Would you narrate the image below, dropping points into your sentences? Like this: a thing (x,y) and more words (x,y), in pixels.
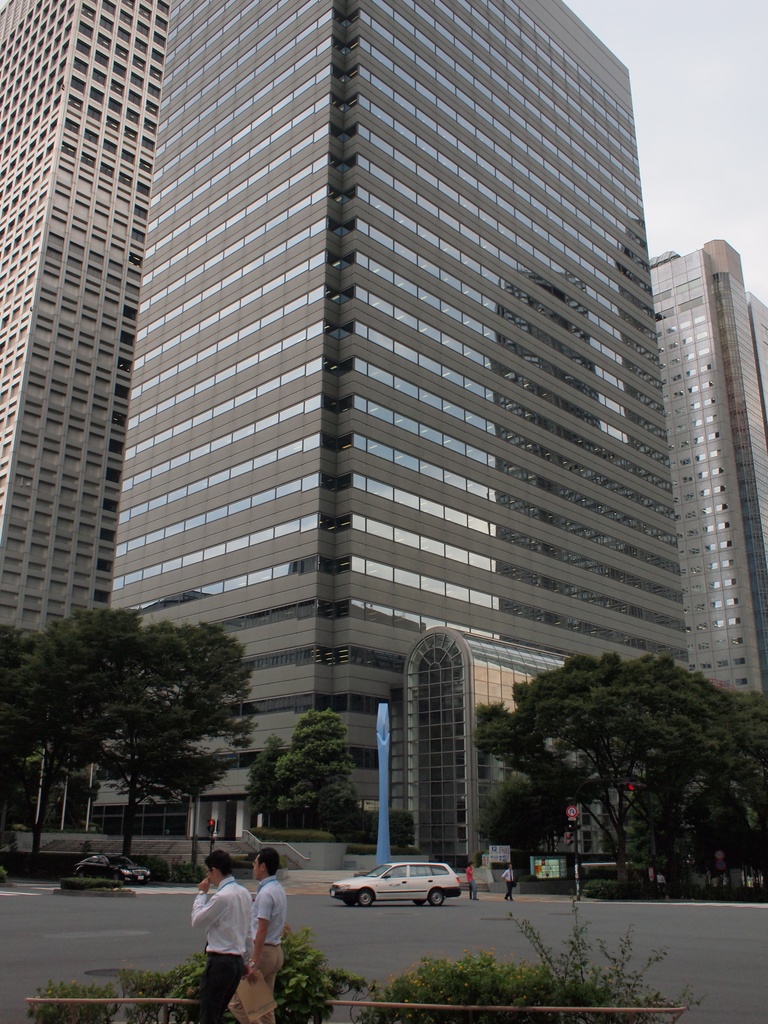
In the image there are two men (249,915) standing in the front (245,965), there are plants (295,989) behind them followed by cars (354,882) going on the road (340,915), in the back (260,489) there is a building (525,384) with trees (742,744) in front of it and above its sky (700,78).
